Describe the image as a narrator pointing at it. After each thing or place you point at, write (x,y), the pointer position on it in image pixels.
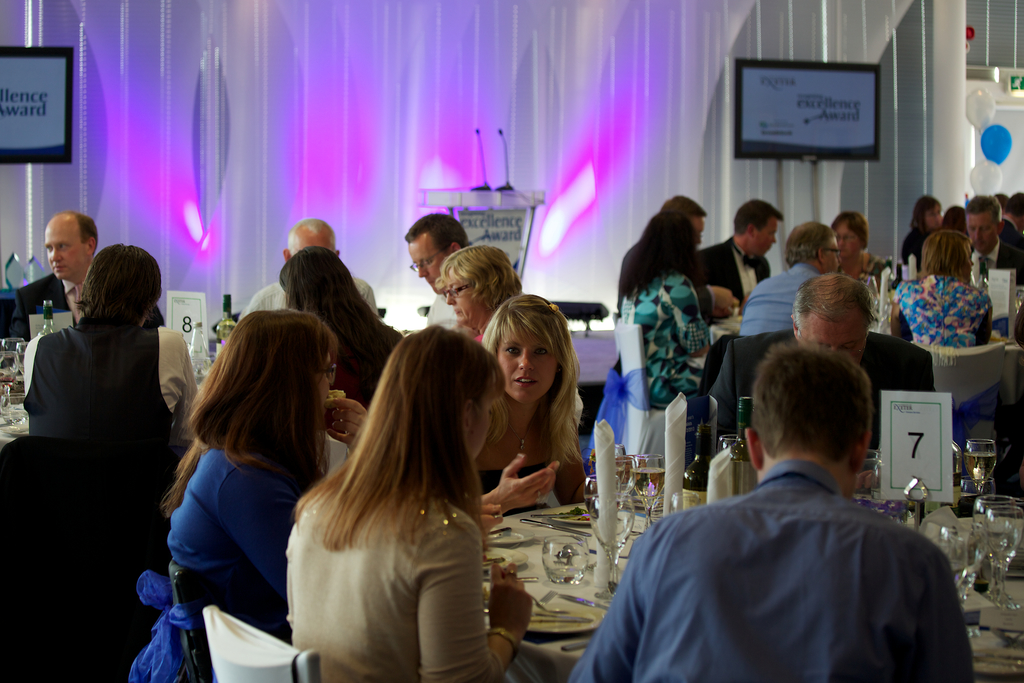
In the picture we can see some set of people (530,400) are sitting on a chairs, near one table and some people (469,307) are sitting on the other chairs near some other table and in the background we can see a table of microphones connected to it and a television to the wall (671,90) which is of white cloth (184,90) and we can see some balloons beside the television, and on the table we can see some tissues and glasses (4,353), and drinks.
